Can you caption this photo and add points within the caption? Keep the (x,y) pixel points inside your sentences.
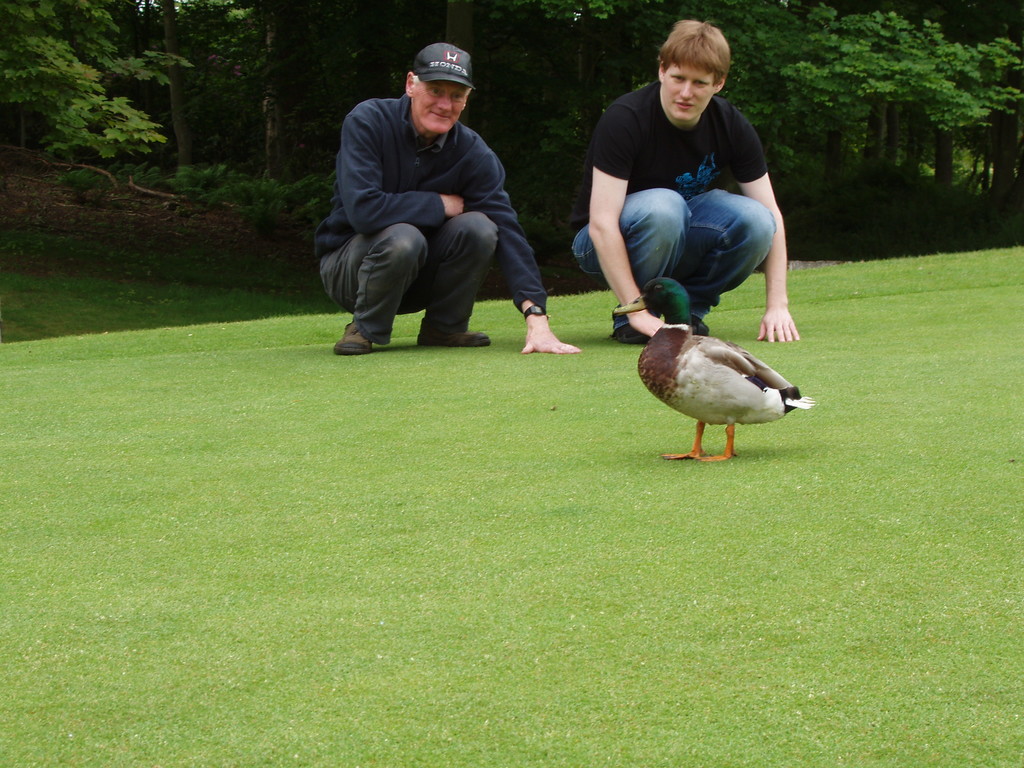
In this image we can see two persons (470,243), among them, one person (469,186) is wearing a cap (421,69) and also we can see a bird (685,407) on the ground (769,459), in the background (22,158), we can see some trees (456,18) and plants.
